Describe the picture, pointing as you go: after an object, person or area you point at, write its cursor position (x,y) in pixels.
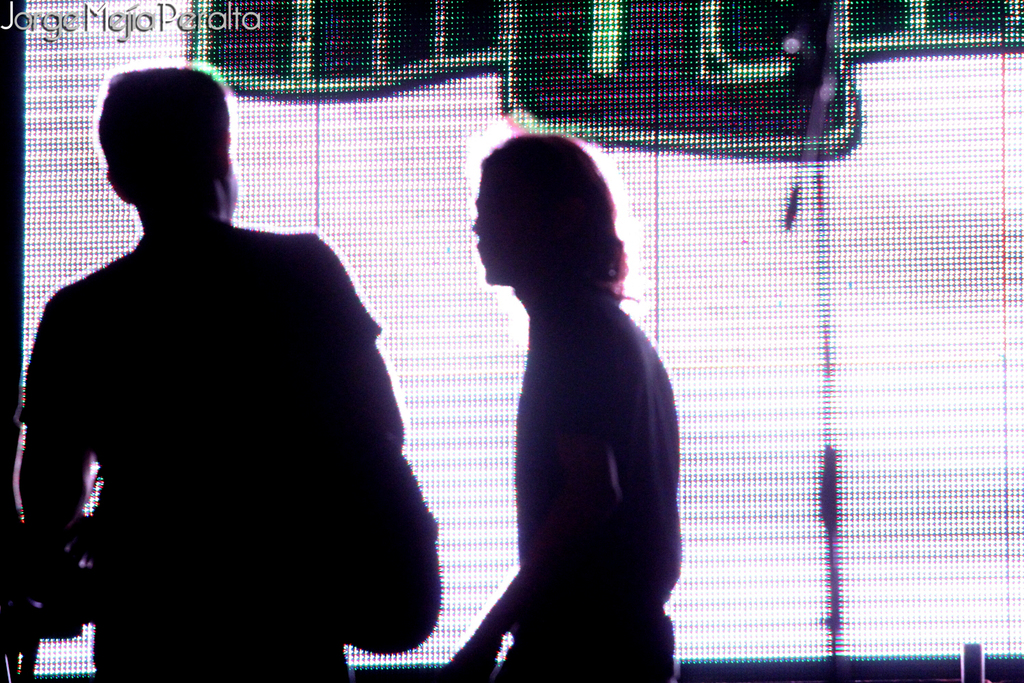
In this picture I can see two persons (392,392) standing and in the background (898,161) there is a screen (869,124), and at the top of the image (47,25) there is a watermark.
